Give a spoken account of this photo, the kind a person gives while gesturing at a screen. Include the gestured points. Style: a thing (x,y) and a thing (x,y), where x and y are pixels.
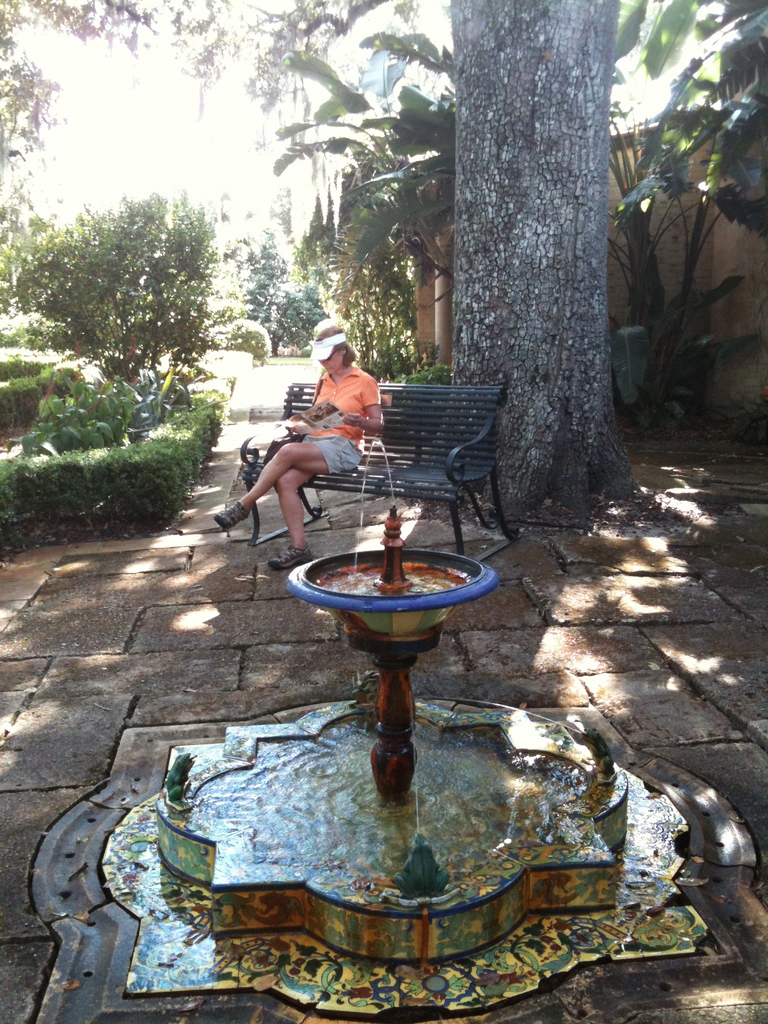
In this picture we can see a fountain (380,830), water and a woman (331,372) wore a cap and sitting on a bench (480,504) and in the background (508,452) we can see trees (352,258).
